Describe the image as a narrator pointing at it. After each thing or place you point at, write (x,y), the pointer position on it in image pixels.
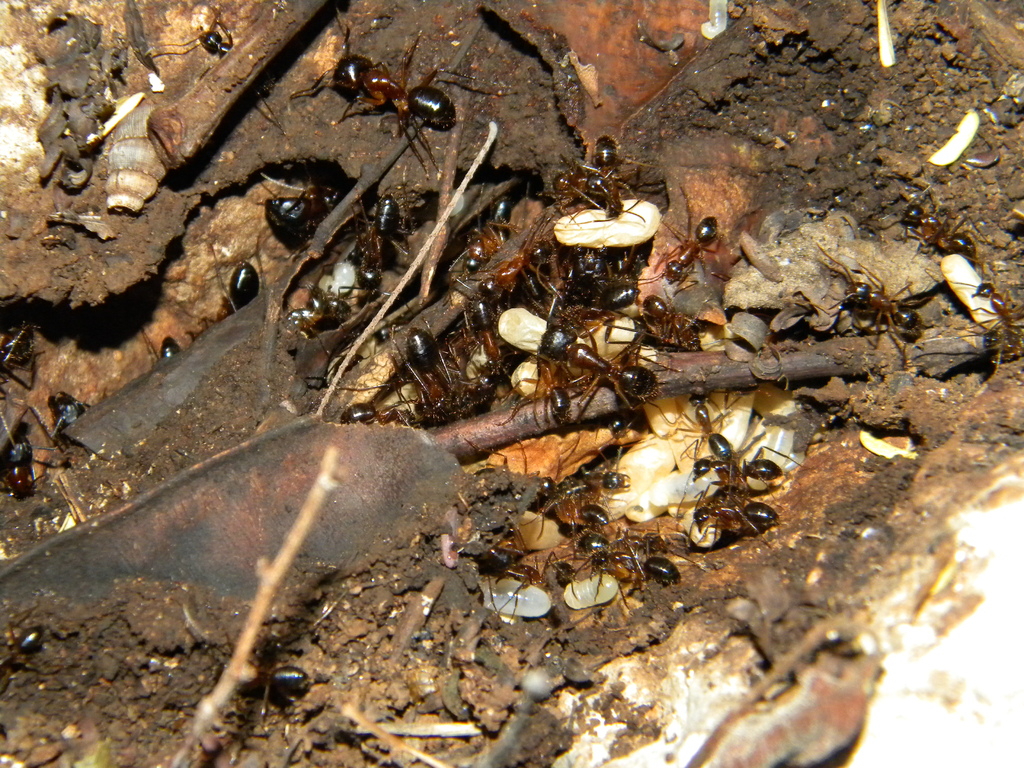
In this picture there are many ants (750,463) which are in black color are on an object (540,340).
